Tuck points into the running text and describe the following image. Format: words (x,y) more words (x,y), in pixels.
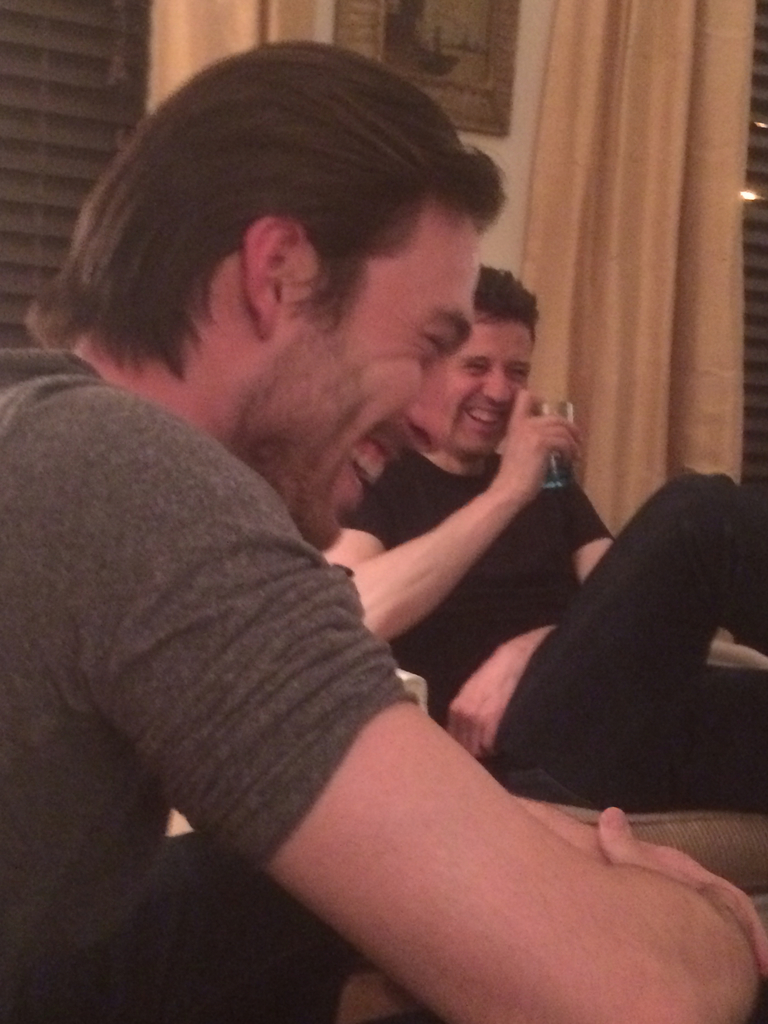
In the picture I can see two men (58,286) and they are smiling. I can see a man (568,720) on the right side (672,727) is wearing a black color T-shirt (515,542) and he is holding a glass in his right hand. It is looking like a window blinds (111,124) on the top left side (98,93). I can see the curtain (602,74) on the right side (571,286). It is looking like a photo frame (484,60) on the wall (516,116) at the top of the picture (471,60).
